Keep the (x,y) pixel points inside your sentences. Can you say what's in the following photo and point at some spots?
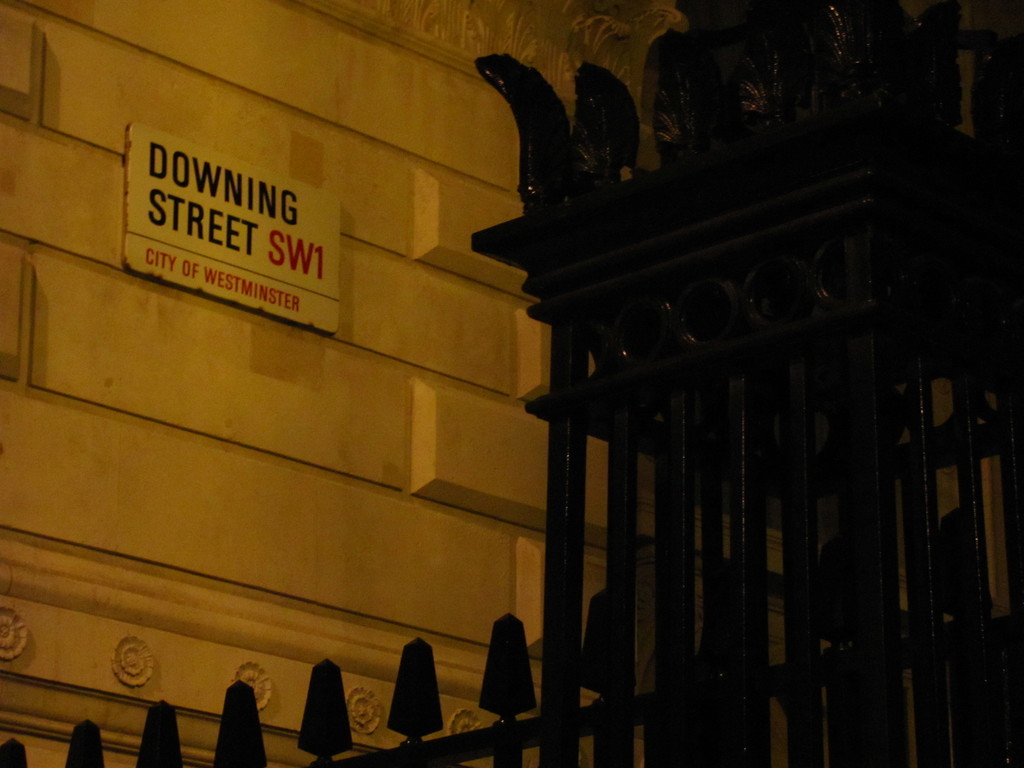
In this image we can see a wall (117,128) to which some board (243,179) is attached on which it is written as downing street and on right side of the image (841,356) we can see black color rods (717,370) which are in some structure (804,269).
